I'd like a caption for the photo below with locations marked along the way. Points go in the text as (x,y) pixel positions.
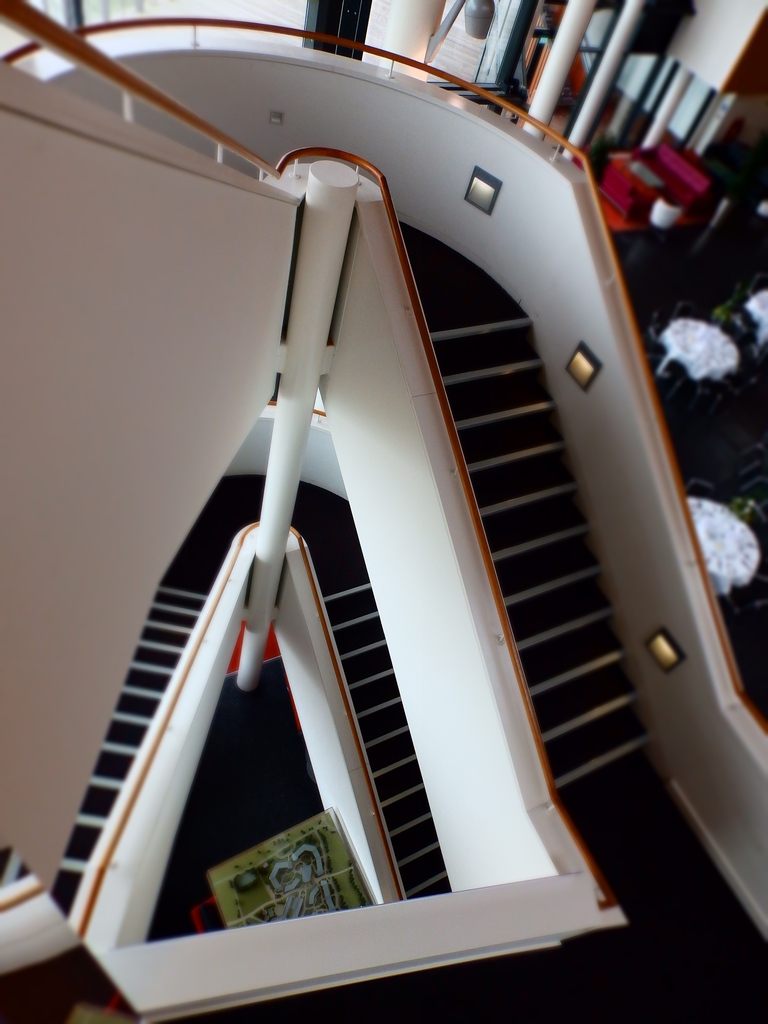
In this image, we can see stairs (524,645) with railing (512,653), lights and pole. Here we can see some board (288,886). Background (682,190) there are so many poles (405,50), some objects (614,187) we can see.
